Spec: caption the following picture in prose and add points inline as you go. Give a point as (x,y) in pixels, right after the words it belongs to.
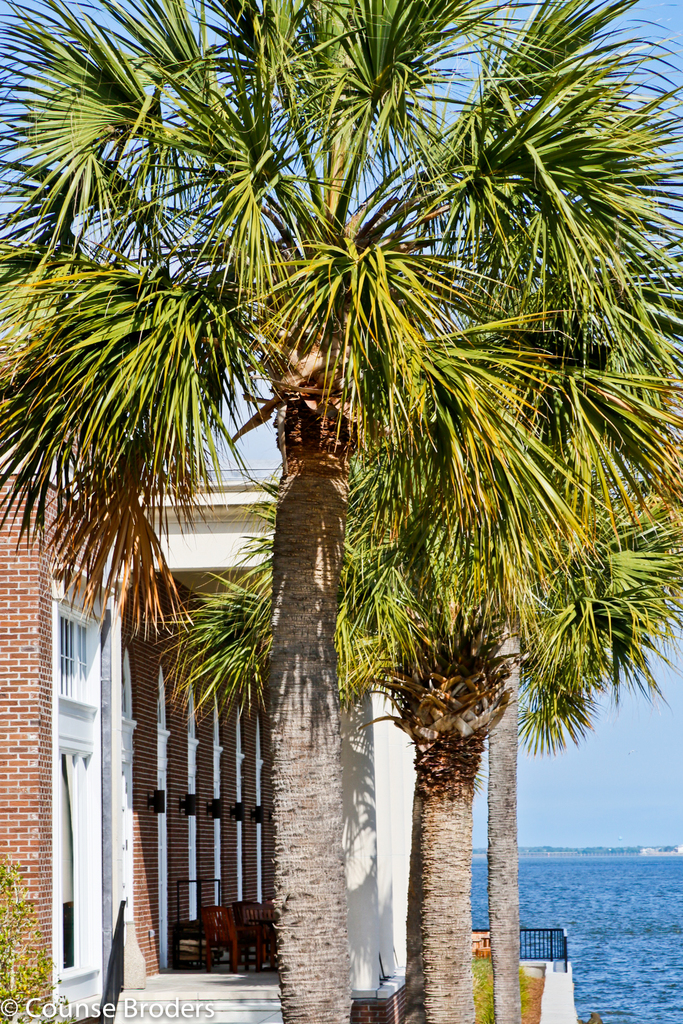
In this image, we can see a house (194,784). We can see some chairs (240,933) and stairs (237,991). We can see the fence (525,954) and a plant (29,1010) on the left (18,1002). We can also see some grass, a few trees (399,503). We can see some water (610,913) and the sky (580,756). We can also see some text (5,1012) on the bottom left corner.
